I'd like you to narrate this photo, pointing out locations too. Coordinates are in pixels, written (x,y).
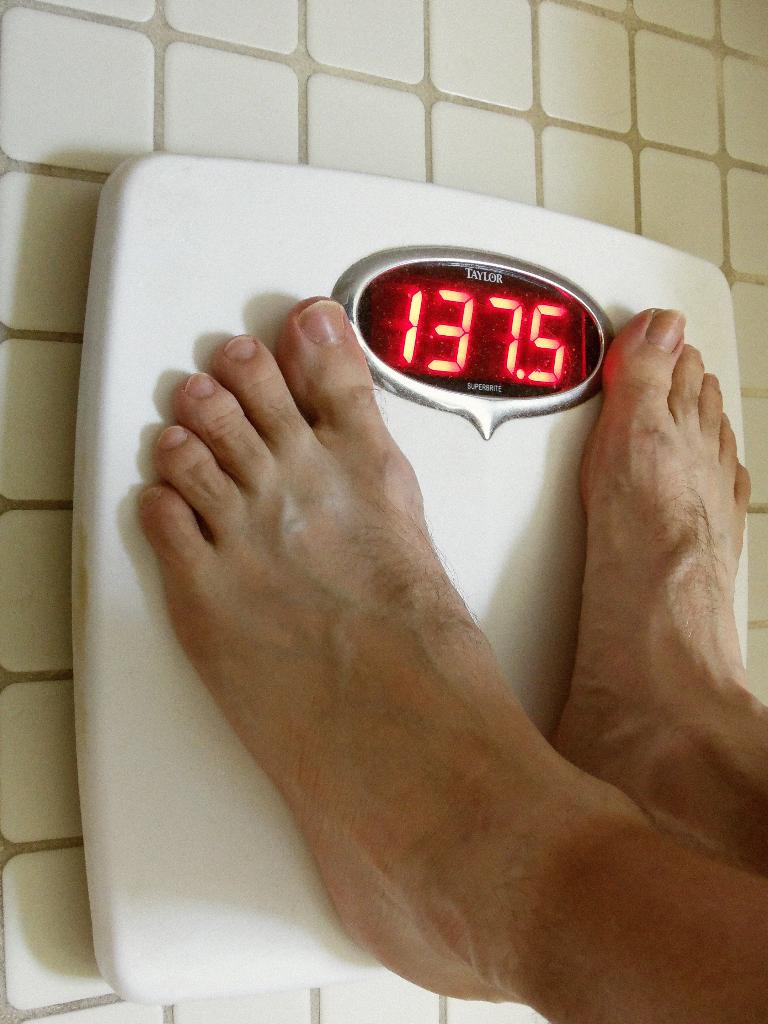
In this image, we can see a person (474,708) standing on the weighing machine (404,372) and in the background (364,95), there is a floor (402,84).
